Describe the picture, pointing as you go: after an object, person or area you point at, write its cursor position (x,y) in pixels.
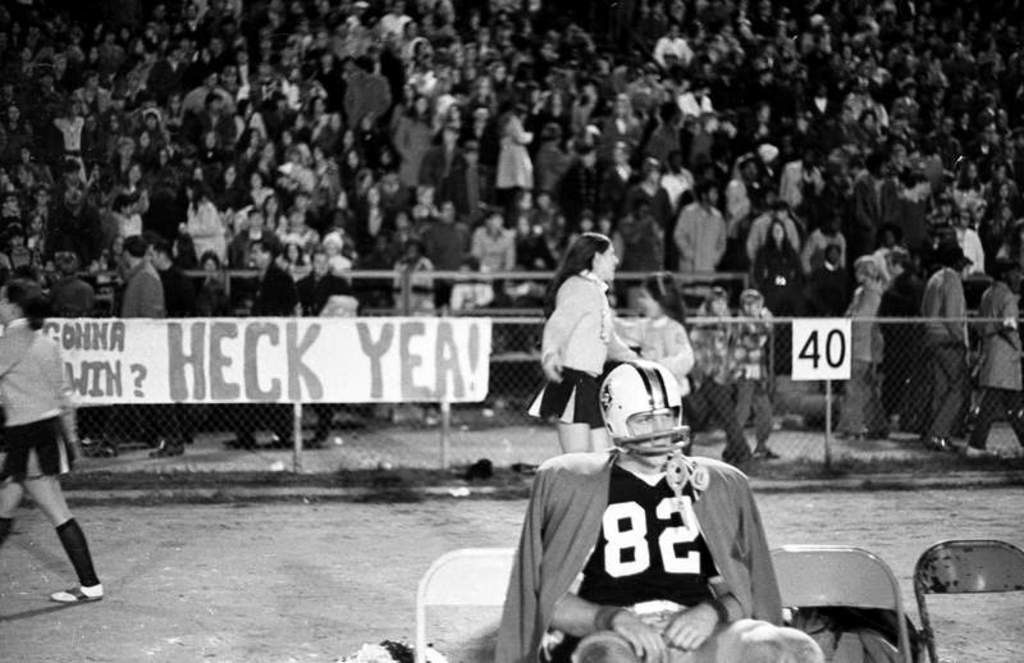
This is a black and white image. In this image we can see spectators (381,211) standing, advertising boards (431,358), mesh (789,365), people (753,365) standing on the ground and a person (588,553) sitting on the chair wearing a helmet (601,404).
